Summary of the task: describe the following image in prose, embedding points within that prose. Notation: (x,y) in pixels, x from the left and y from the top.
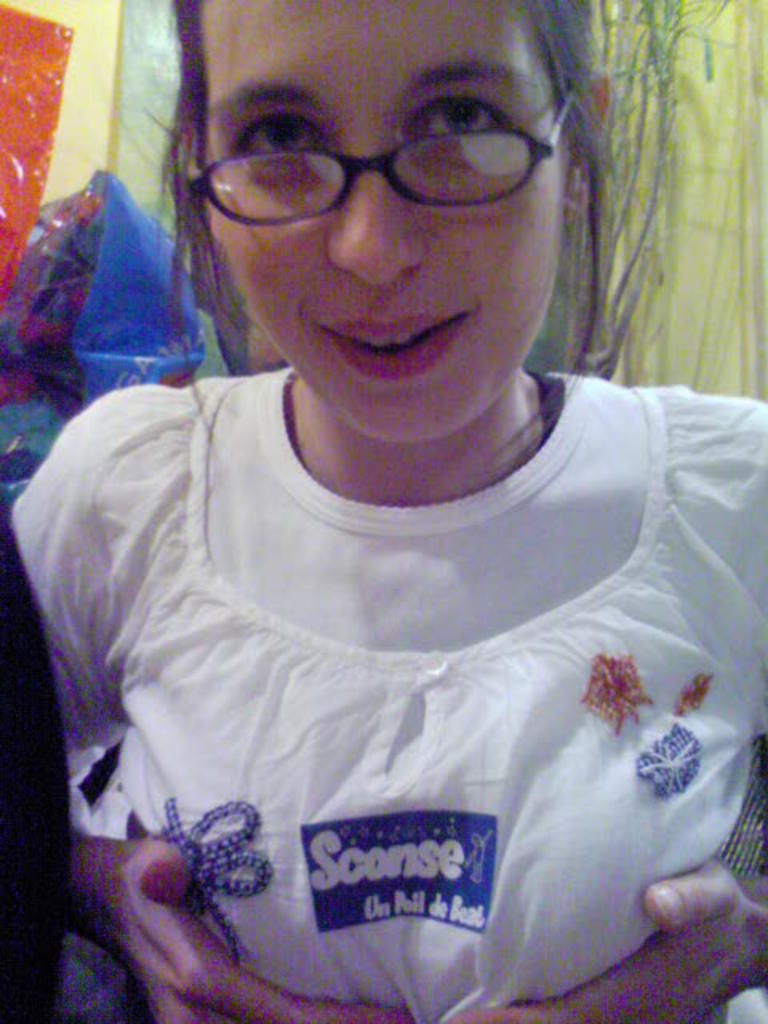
In the front of the image (489,833) I can see a woman (247,702) wore spectacles (468,142). In the background of the image (700,259) there are objects (136,267).
